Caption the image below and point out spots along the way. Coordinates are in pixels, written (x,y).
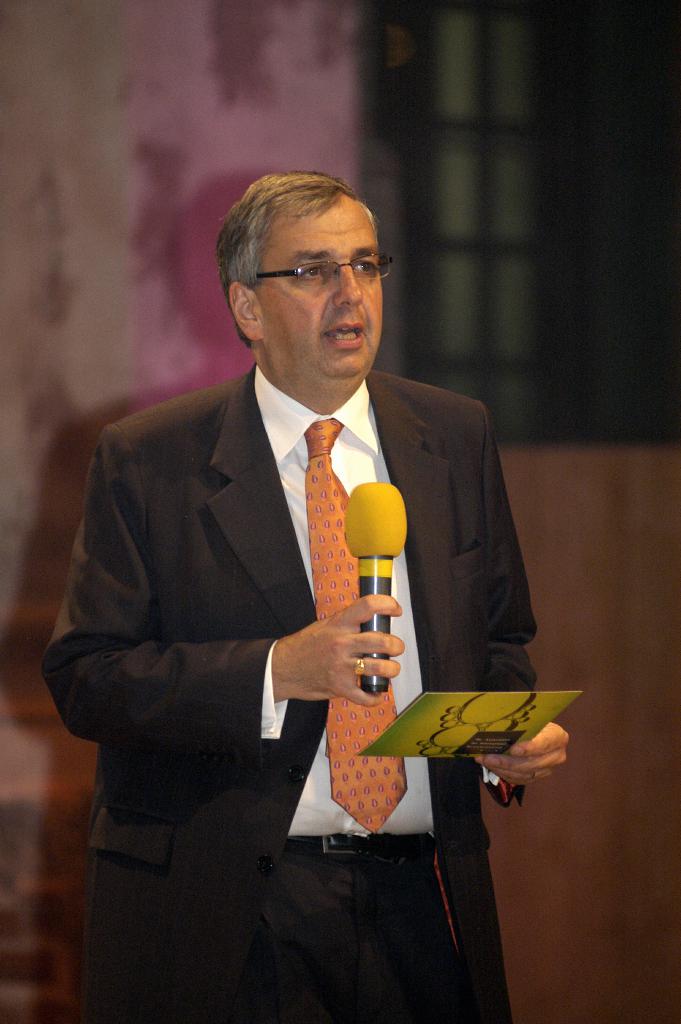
In the picture we can see a man (217,796) standing and holding a microphone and talking and holding a card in the other hand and he is with a blazer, tie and shirt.
